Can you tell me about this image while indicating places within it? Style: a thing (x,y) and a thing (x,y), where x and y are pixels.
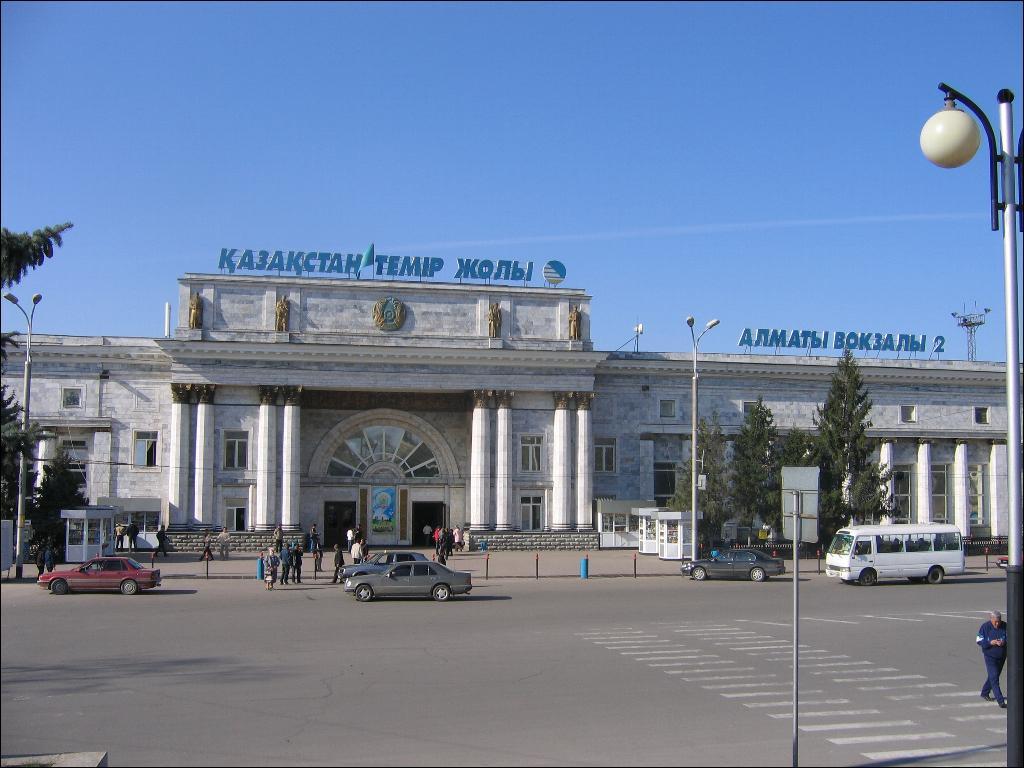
In this picture I can see at the bottom (439,591) few vehicles (698,569) are moving on the road (454,654) and there are few people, there are trees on either side of this image. In the middle (422,357) it looks like a building (555,442), at the top (646,147) there is the sky (594,157).
